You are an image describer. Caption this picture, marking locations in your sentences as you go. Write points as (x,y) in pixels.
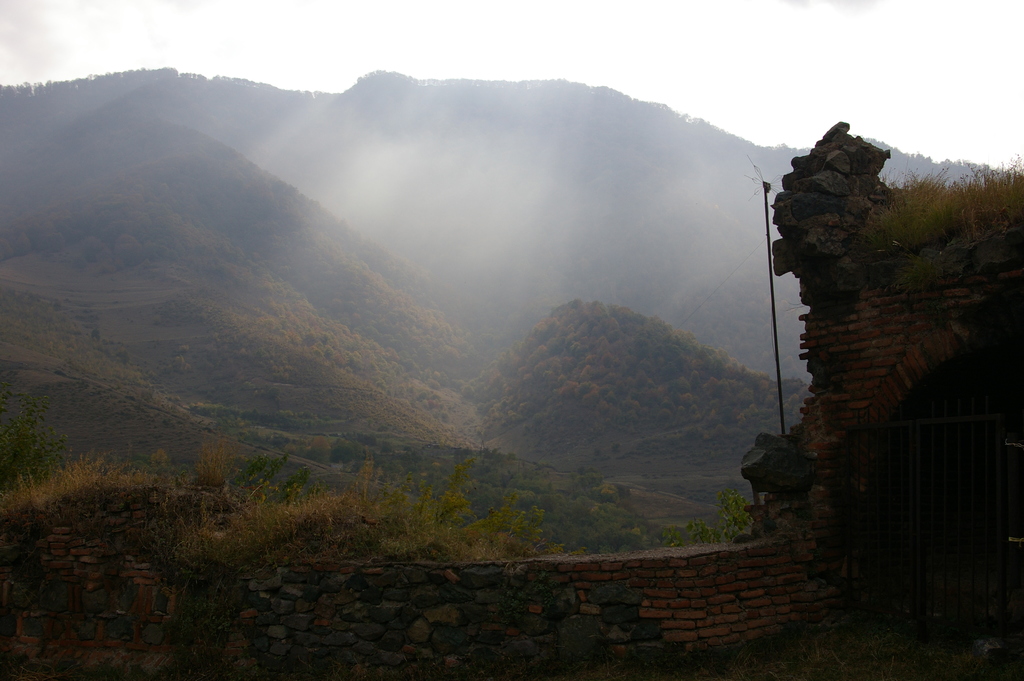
In this picture we can see few rocks (507,574), plants (438,507), trees (504,411) and hills (576,365), on the right side of the image (782,389) we can see a pole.
